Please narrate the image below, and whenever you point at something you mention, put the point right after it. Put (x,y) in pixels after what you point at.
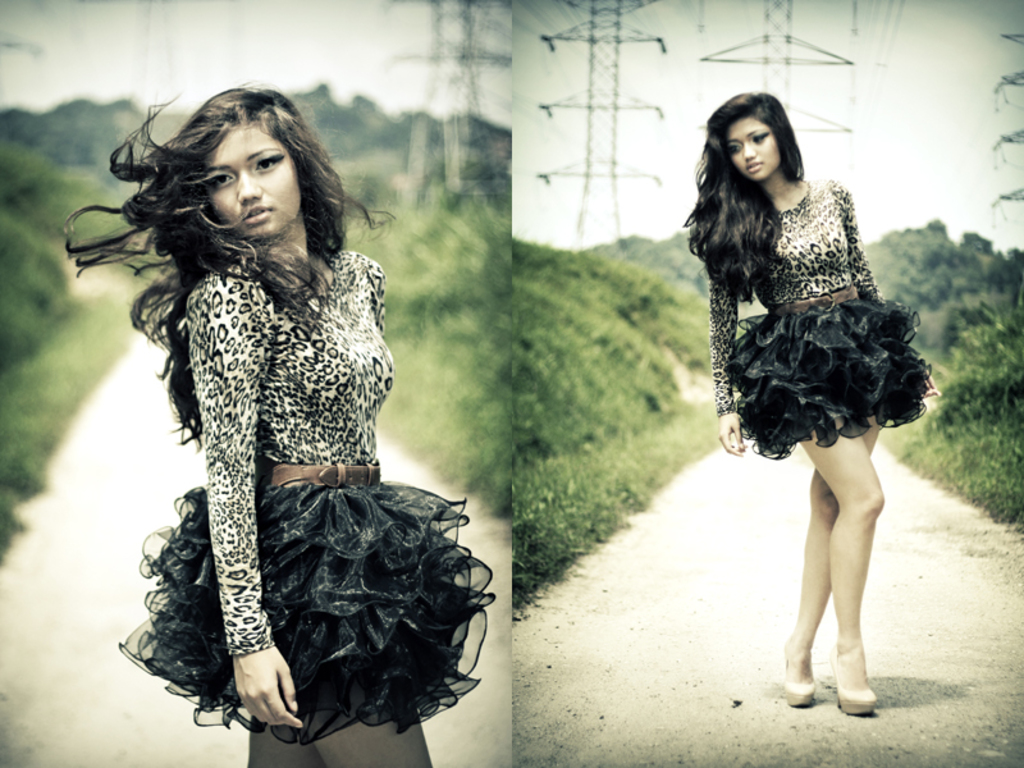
There are two images. In the first image, there is a woman (251,304) in black color skirt (338,563), standing on the road (188,738). In the background (37,441), there are plants (51,228), trees (72,159) on the hill (66,117), there are towers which are having transmission lines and there is a sky (75,70). In the second image, there is a woman (906,344) in black color skirt (850,332), standing on the road (885,733). In the background (988,412), there are plants (650,346) and trees (952,300) on the hill (624,355) and there are towers (612,70) which are having transmission lines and there is a sky (892,152).
